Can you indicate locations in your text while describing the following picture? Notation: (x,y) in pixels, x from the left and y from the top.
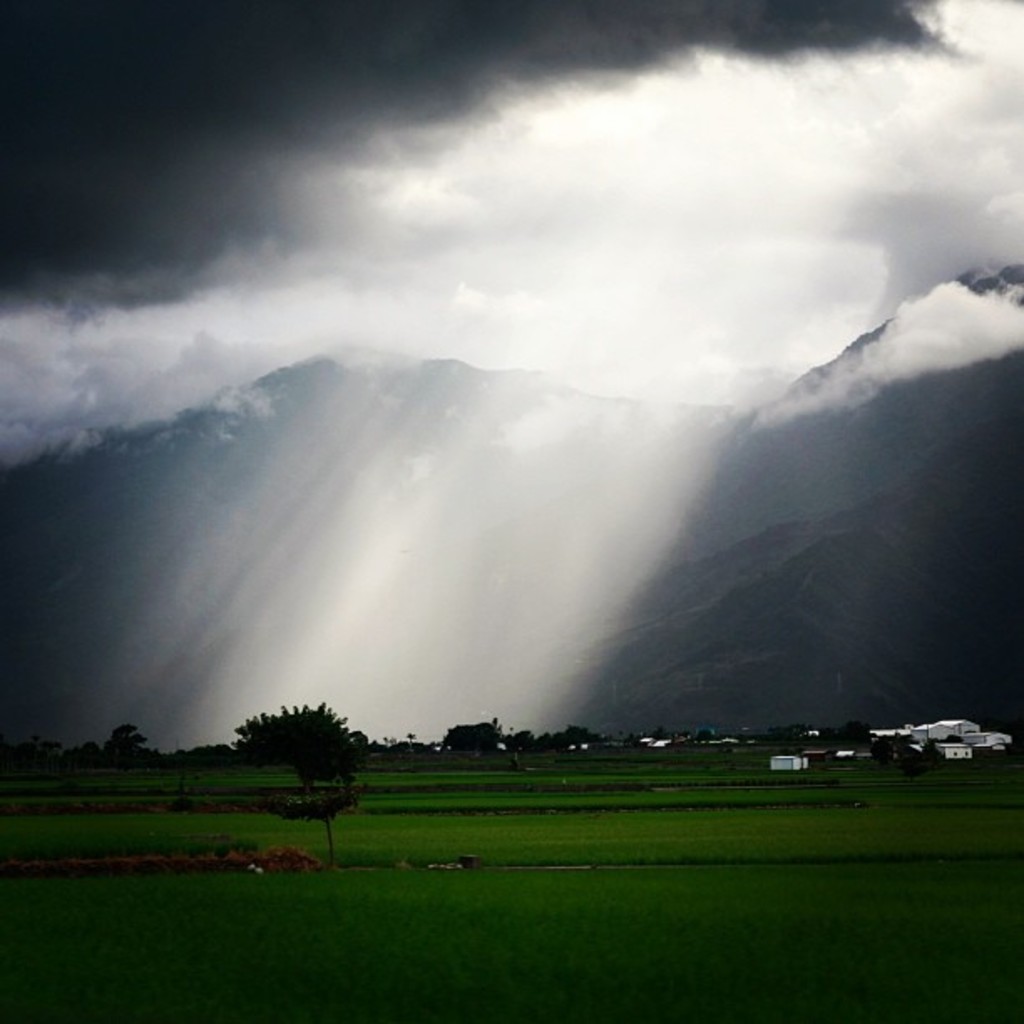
In this picture we can see the grass (481,980), trees (457,736), buildings (502,742), mountains (881,722) and some objects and in the background (665,375) we can see the sky (550,246) with clouds (223,383).
